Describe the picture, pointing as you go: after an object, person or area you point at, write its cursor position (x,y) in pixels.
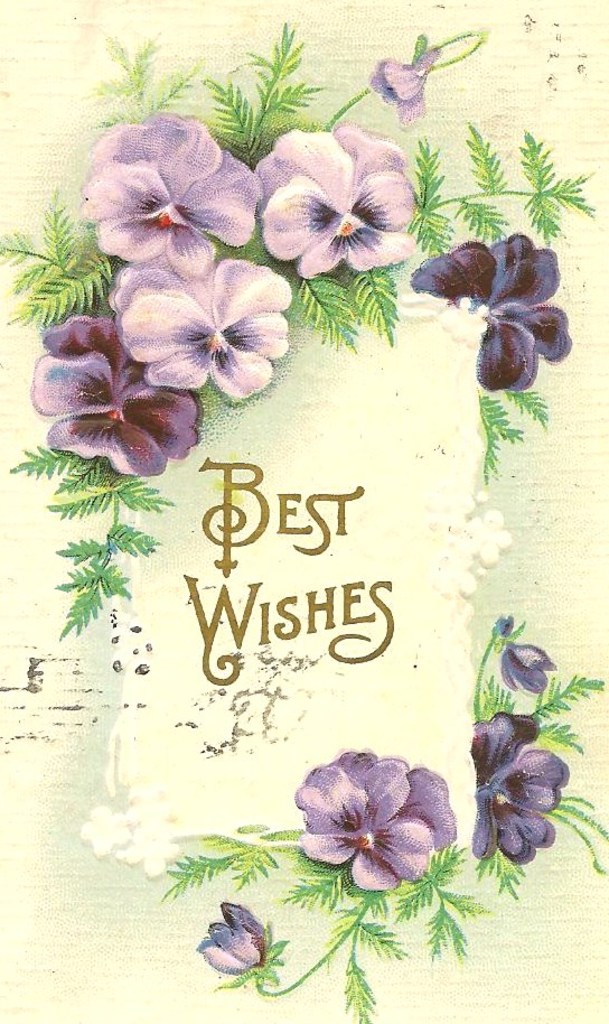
This is a poster having animated images (431,215) of plants (123,174) having flowers (420,806) and leaves (88,597) and here are the texts (308,527). And background of this poster is cream in color.
